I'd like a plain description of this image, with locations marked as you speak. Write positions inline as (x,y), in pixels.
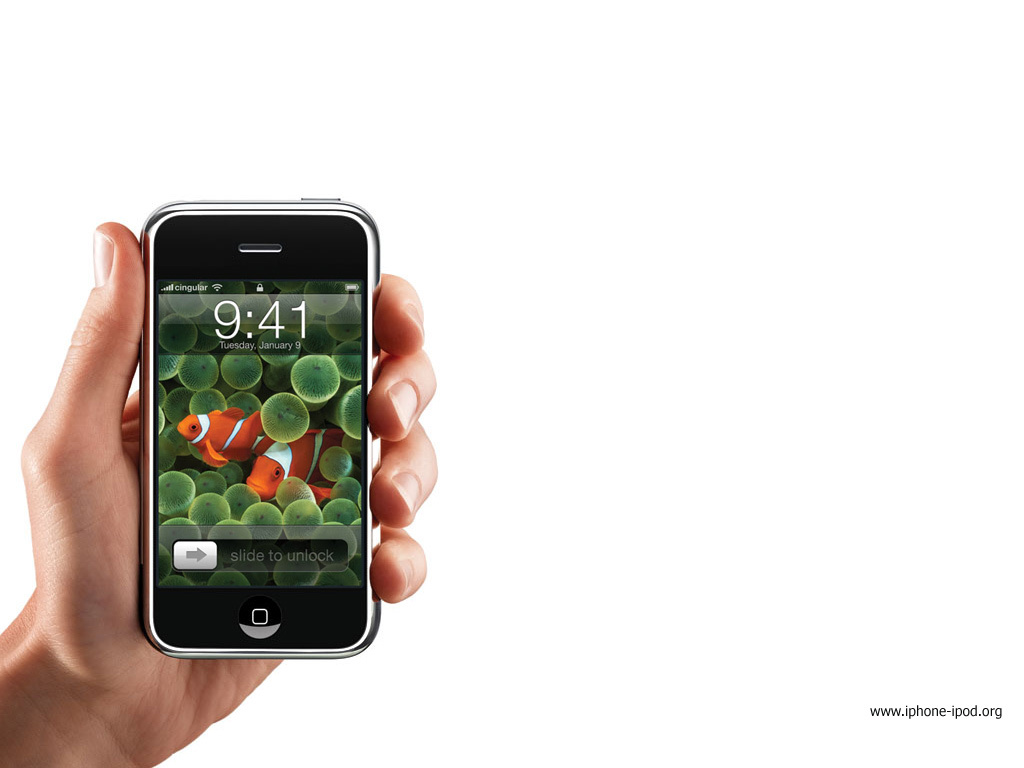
On the left side of the image (209,370) we can see a hand (50,414) holding a mobile (209,376). At the bottom right corner (905,709) there is a text (941,711).
